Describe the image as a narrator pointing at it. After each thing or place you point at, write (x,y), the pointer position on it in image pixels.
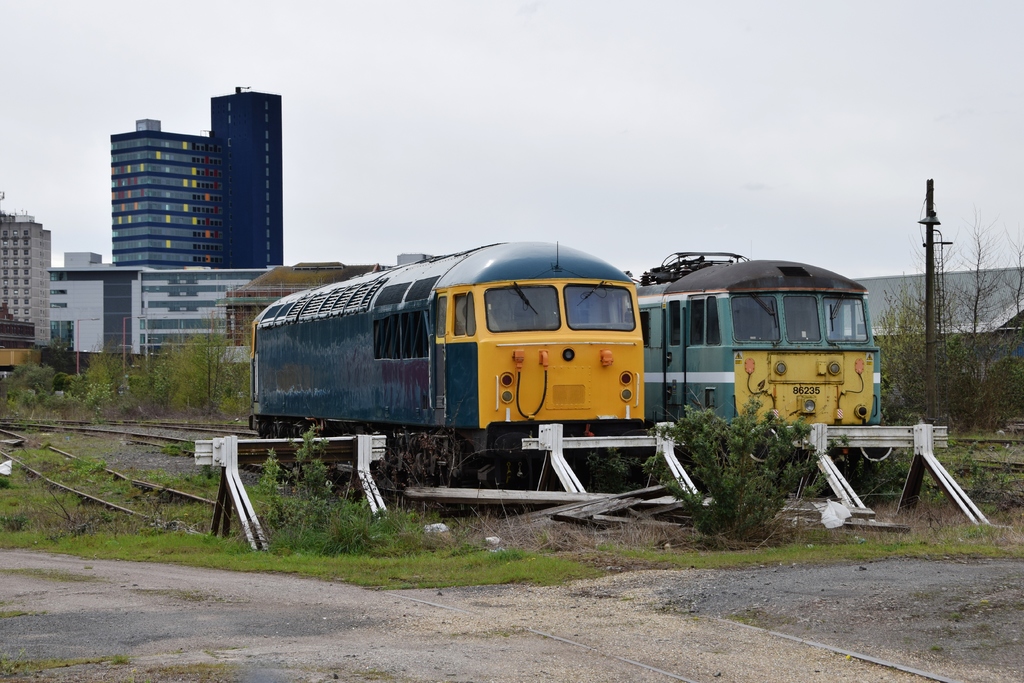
In this image there are two engines (476,442) on the railway track (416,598). In front of them there are metal objects (835,480). On the right side of the image (935,298) there is a pole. In the background of the image (235,315) there are trees (100,368), buildings (185,239) and sky (784,64).
